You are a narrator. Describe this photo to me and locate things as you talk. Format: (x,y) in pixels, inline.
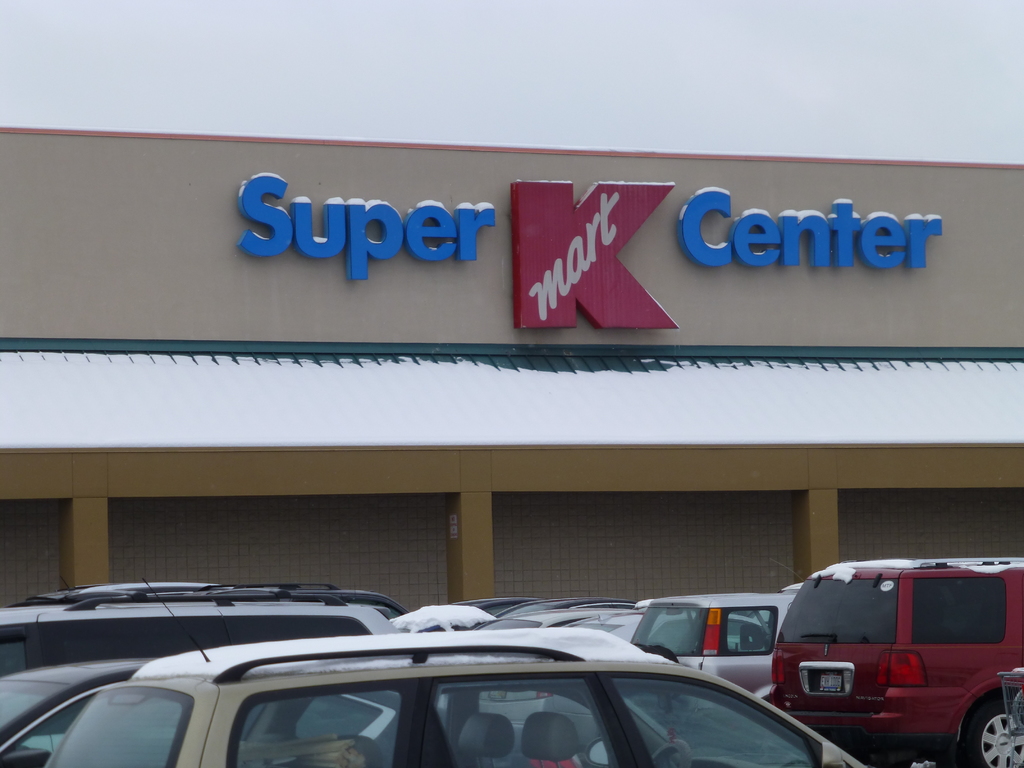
In this image we can see cars (965,619), pillars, walls (439,175), and a letters board (867,263). In the background (317,87) there is sky (789,93).
